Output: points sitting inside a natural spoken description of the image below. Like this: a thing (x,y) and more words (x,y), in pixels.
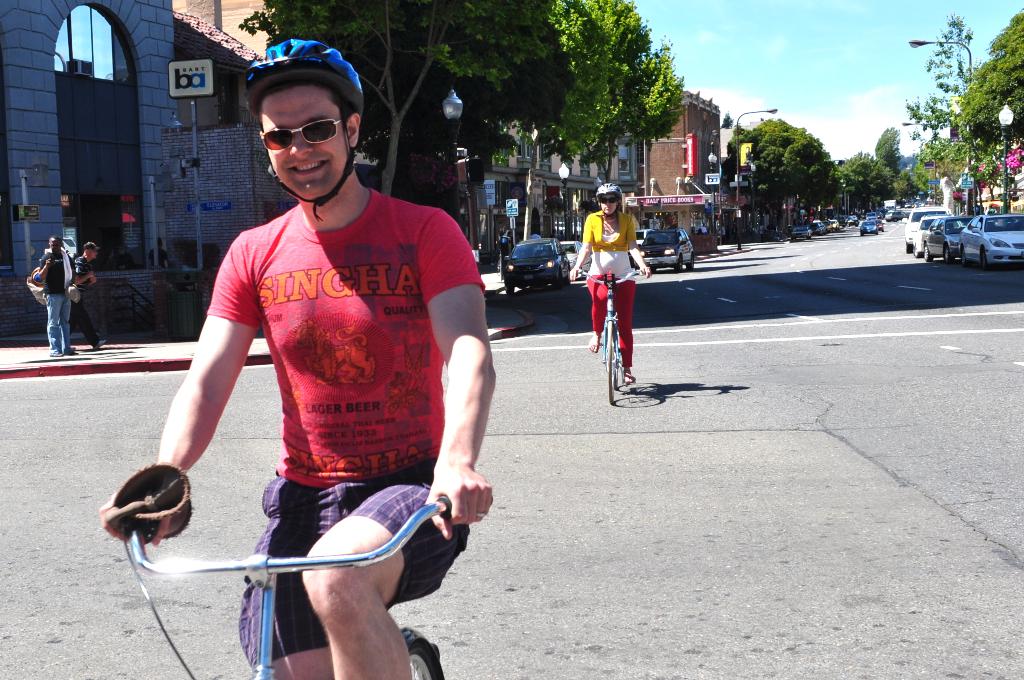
In this picture we can see man (388,334) and women (617,262) wore helmet (311,68), goggles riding bicycle (280,567) on road (511,353) and in background (62,315) we can see some persons (93,274) on foot path (135,336), cars (572,260) on road (830,239), trees (825,155), sky (830,80), buildings (690,92), sign boards (207,208), window (101,51).
